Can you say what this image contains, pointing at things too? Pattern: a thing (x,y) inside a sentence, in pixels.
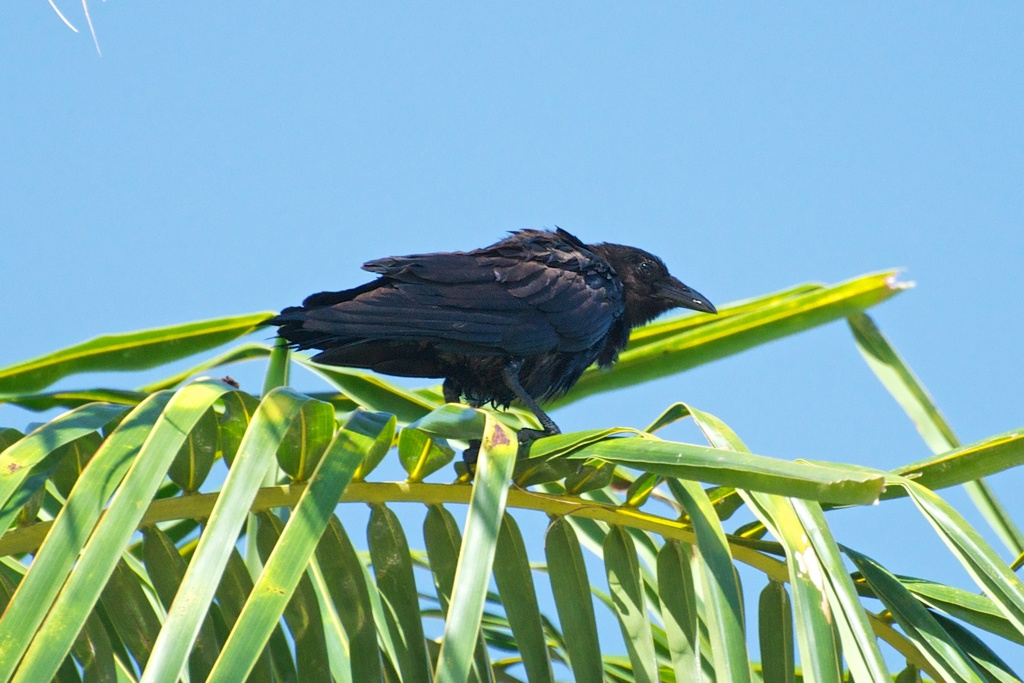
In this picture I can see a bird (466,345) which is of black color and it is on the leaves (579,658). In the background (123,315) I can see the clear sky (763,216).
